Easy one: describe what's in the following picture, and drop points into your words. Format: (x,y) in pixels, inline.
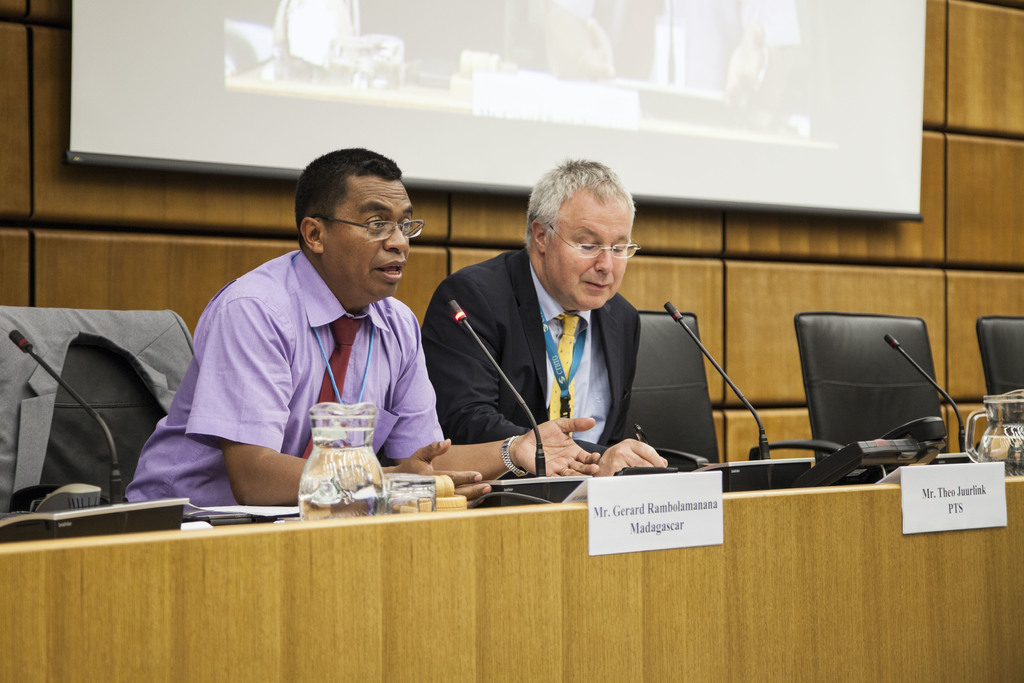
In this image, there are two persons (504,467) sitting on the chair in front of the table (441,511) on which mics (741,473) are kept. And both are wearing a tie (338,358) and tag (560,386). In the background (903,158) too, a screen (651,11) is visible. This image is taken inside a hall (936,125).
